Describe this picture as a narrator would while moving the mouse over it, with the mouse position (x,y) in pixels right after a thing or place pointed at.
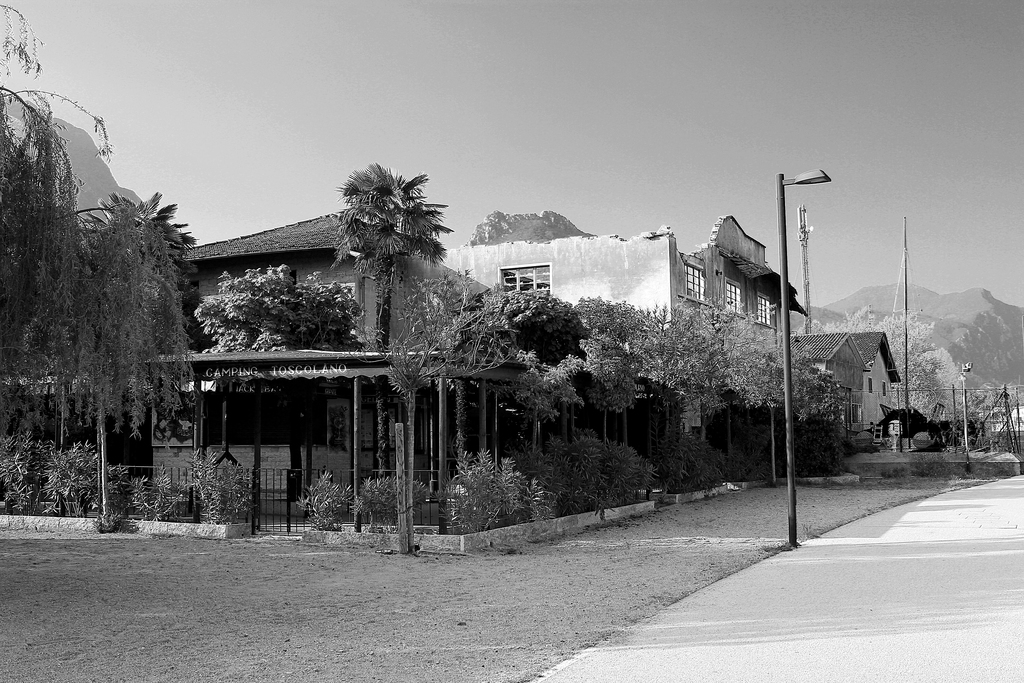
I see this is a black and white image and I see the path (781,565) and I see number of houses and number of trees (463,364) and I see the plants (451,515) and I see the poles (790,523). In the background (454,16) I see the sky (828,133).
